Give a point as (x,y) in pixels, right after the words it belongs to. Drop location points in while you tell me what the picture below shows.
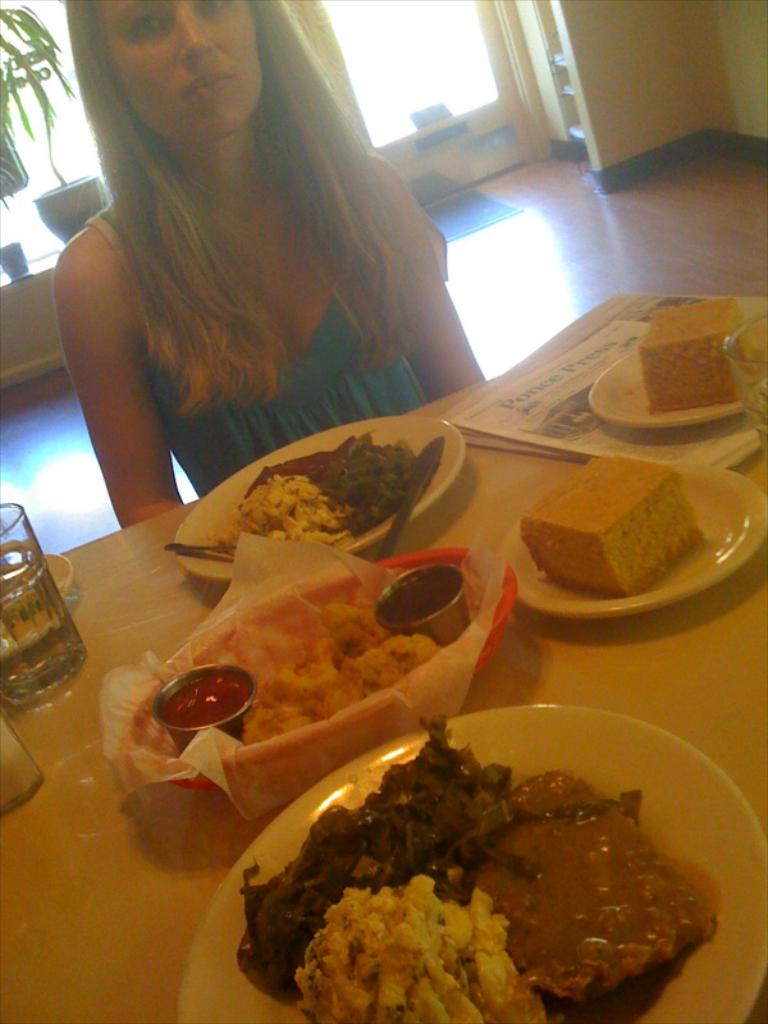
In the center of the image (293,359) we can see one woman (293,359). In front of her, there is a table (87,859). On the table (111,855), we can see plates (266,837), bowls (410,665), saucers (637,610), glasses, papers (650,448), one knife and some food items (430,570). In the background (609,66) there is a wall (634,66), pot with plant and a few other objects (403,138).
